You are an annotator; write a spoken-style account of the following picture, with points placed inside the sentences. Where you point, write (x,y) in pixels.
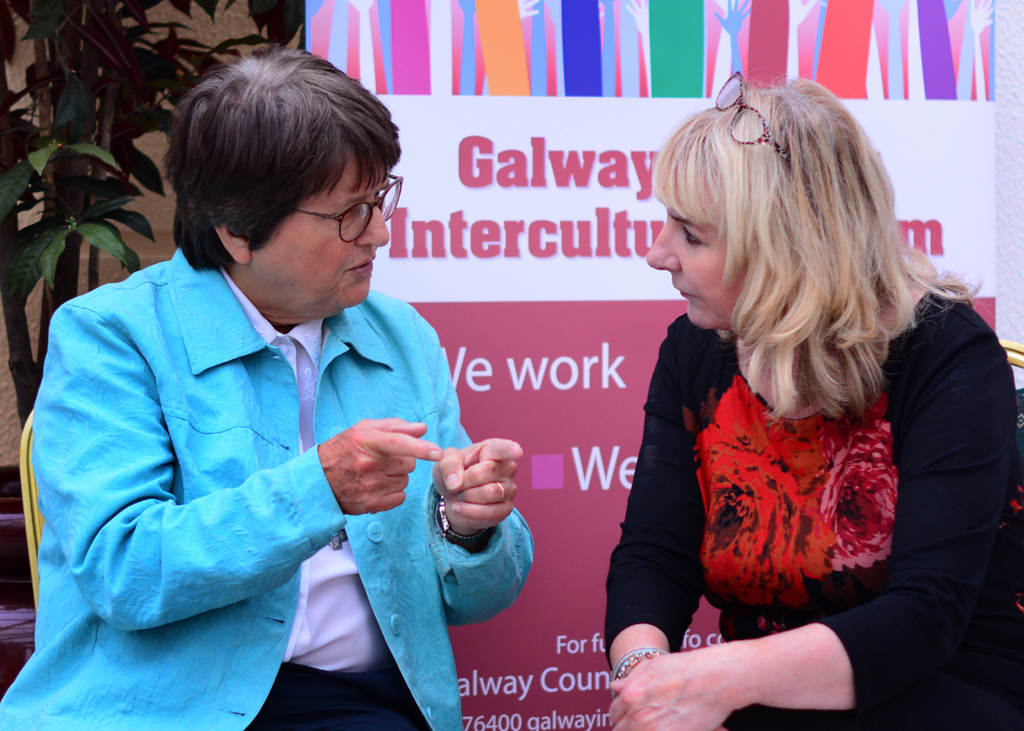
In this image we can see two persons (82,472) are sitting on chairs (26,515), one wall (1006,335) backside of these persons (942,391), one big banner (519,135) with some text (535,160), one plant (128,165) and some objects (3,518) are on the surface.
